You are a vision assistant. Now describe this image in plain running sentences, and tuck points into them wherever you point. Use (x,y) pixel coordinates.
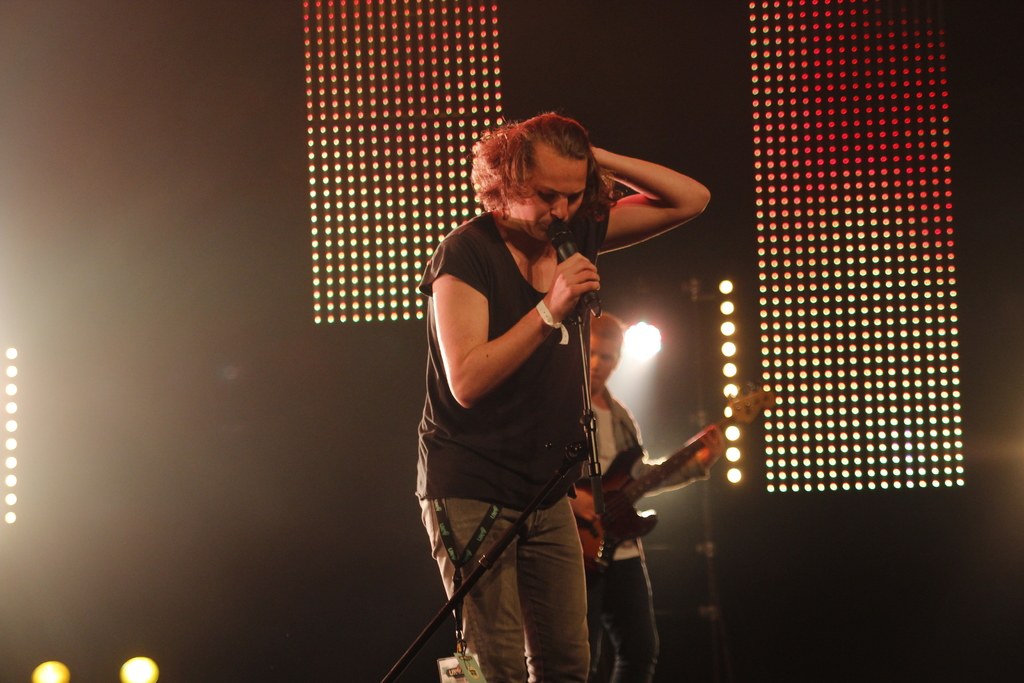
The image is taken in a music concert. In the center of the image (600,236) there is a man (585,223) holding a mic (586,301) in his hand (575,264) maybe he is singing a song. In the background (602,379) there is a man (626,562) standing and holding a guitar (642,488) in his hand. We can also see many lights (733,364) in the background (795,222).
